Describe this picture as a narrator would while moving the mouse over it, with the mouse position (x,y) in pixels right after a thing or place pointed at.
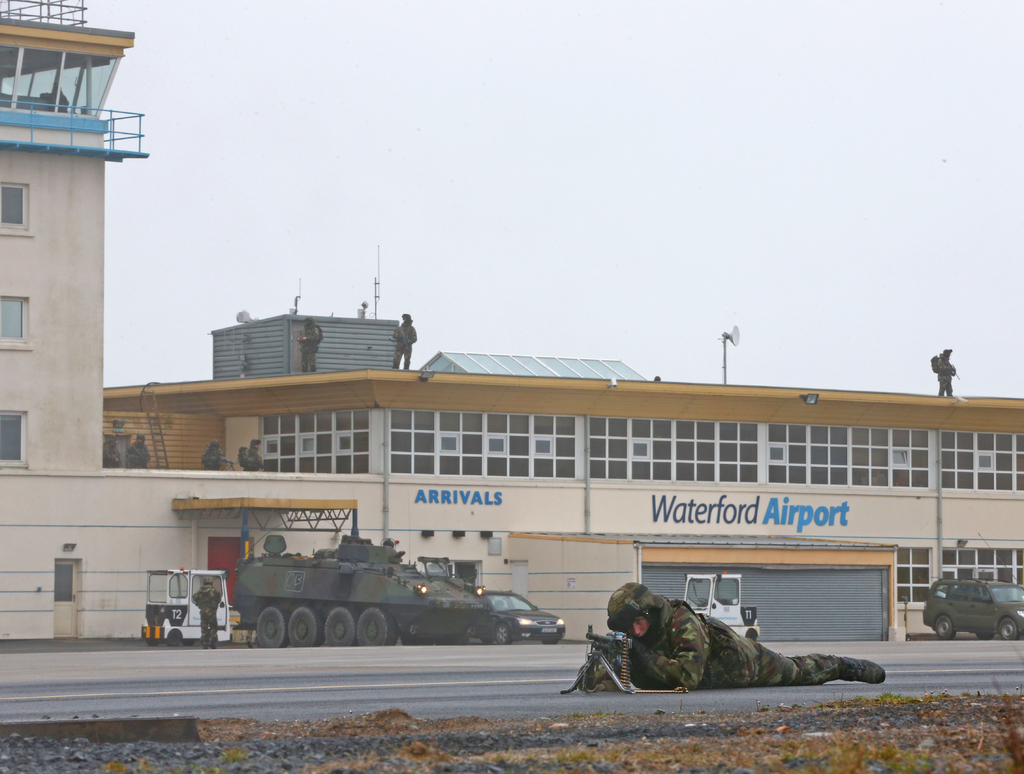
This is an outside view. At the bottom (658,650) there is a person (671,657) wearing uniform (679,654), holding a gun (610,654) in the hand (643,655) and laying on the road (542,689). In the background (685,575) there is a panzer (301,610) and few vehicles (187,627) and also there is a building (389,525). Few people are standing on the building (403,369). At the top of the image (468,75) I can see the sky (552,93).
